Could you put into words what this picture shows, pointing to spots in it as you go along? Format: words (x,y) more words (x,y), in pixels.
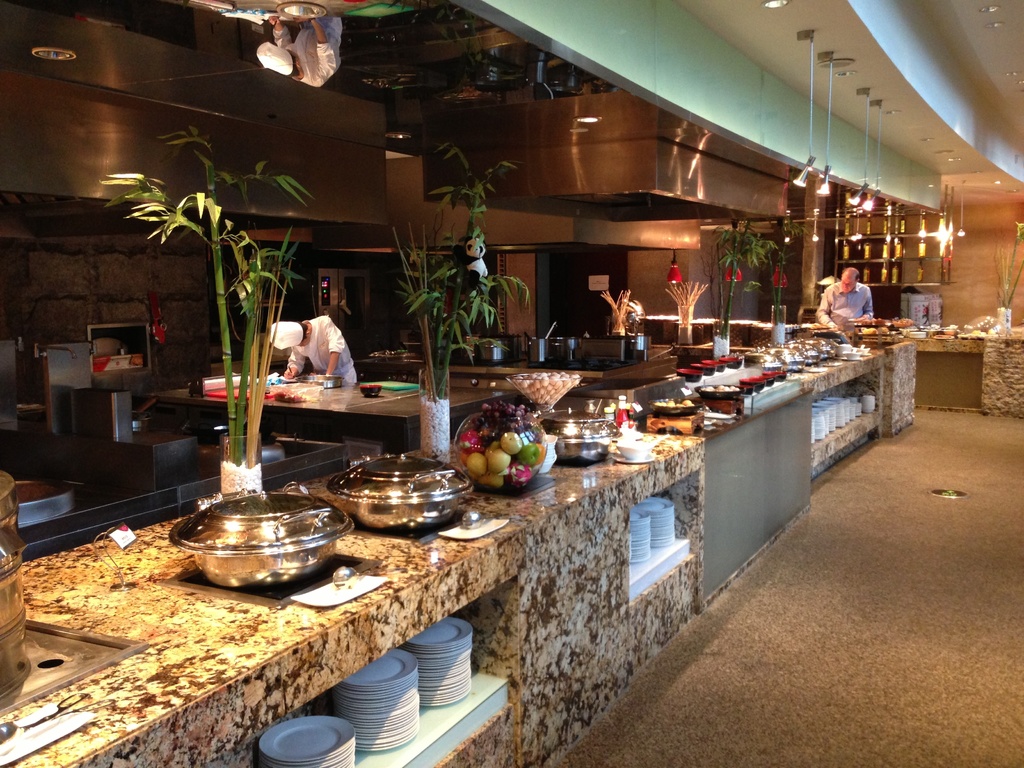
This picture is clicked in the restaurant (497,235). In front of the picture, we see a counter top (549,507) on which many vessels (312,550), bowl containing fruits (520,446) and plates (815,368) are placed. Beside that, we see flower pots (734,281) and tables (347,422). The man (327,346) in white apron (318,335) is standing beside the table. Beside him, we see a wall (106,280). At the top of the picture (527,48), we see the lights (812,152) and the ceiling (351,15) of the room (864,528). In the background (870,307), the man (859,317) in the blue shirt (842,314) is standing beside the countertop (837,379).
